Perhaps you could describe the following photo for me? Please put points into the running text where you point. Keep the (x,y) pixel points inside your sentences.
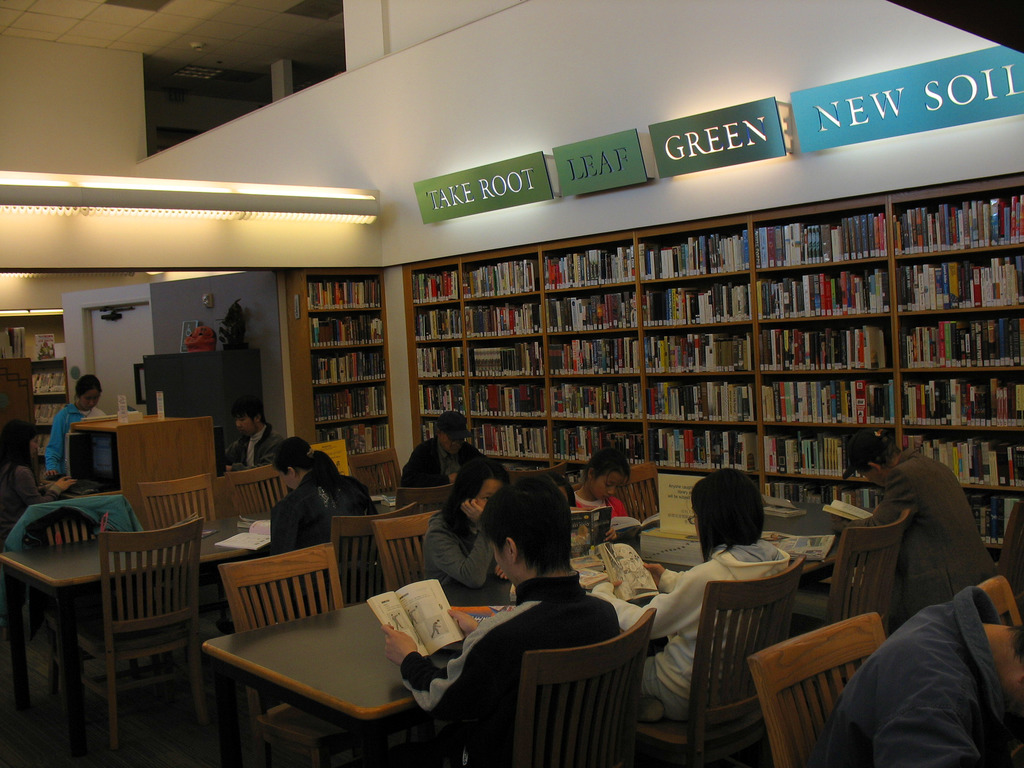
In this image there are group of people (561,609) sitting in chair (729,609), and in the back ground (938,119) there are name board (911,133), books (748,344) in racks (479,392), table (216,537), chair (837,606), plant (233,315), light (232,186).
